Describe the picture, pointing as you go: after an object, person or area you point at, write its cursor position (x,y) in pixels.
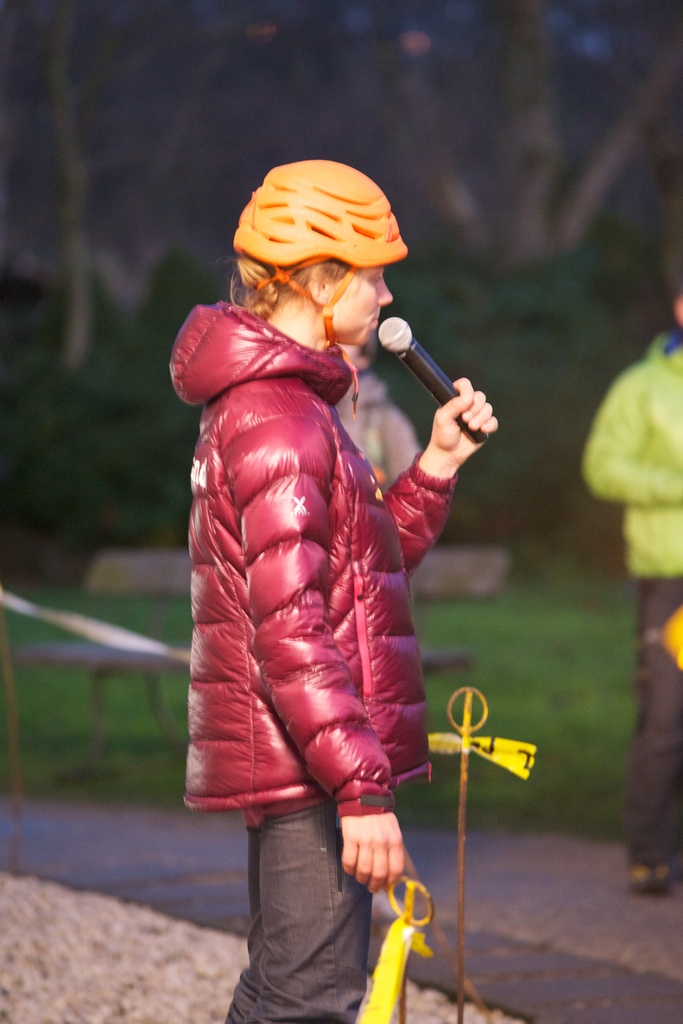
Background (680,117) portion of the picture is blurry and we can see green grass (479,621), branches (551,197). Plants (627,351) are visible. In this picture we can see the people (651,530), caution tape (77,628) and the poles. We can see a person (316,479) wearing a jacket (313,530), helmet (254,253) and holding a mike (438,396) in the hand (489,423). At the bottom portion of the picture (630,910) we can see the road (655,919).
